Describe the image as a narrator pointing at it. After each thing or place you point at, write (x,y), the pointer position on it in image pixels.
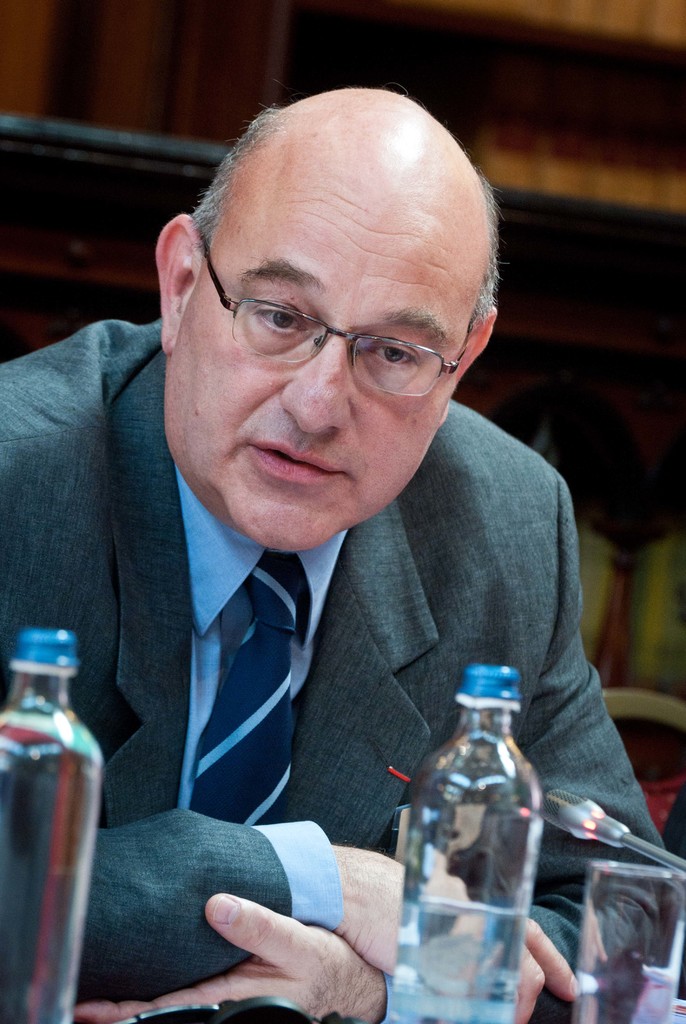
This picture contains a man (420,570) who is wearing grey blazer (493,515) and the blue shirt (318,593) and blue tie (257,701). He is even wearing spectacles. In front of him, we see two water bottles (492,920).
